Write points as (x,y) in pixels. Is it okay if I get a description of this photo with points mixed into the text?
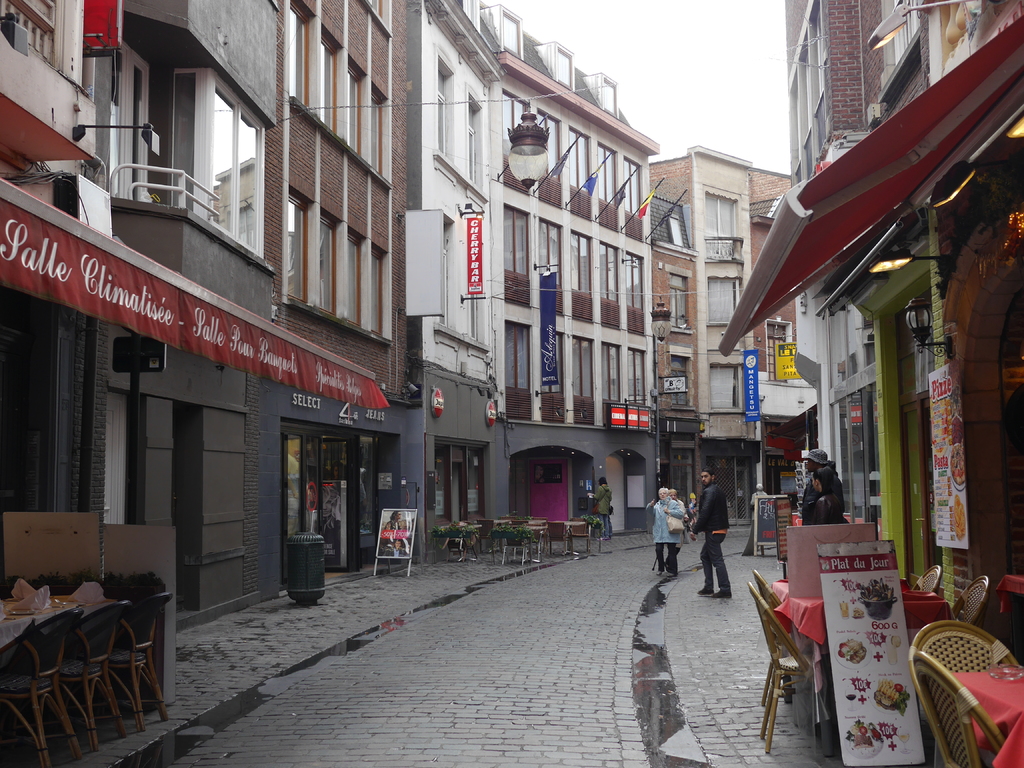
In the center of the image (671,505) we can see persons (670,511) walking on a road (545,651). On the left (176,150) and right side (689,295) we can see buildings (497,229). On the right side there are persons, tables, chairs (774,596). On the left side (67,631) we can see chairs (63,653), table (61,606). In the background (645,20) there is a sky (592,30).
